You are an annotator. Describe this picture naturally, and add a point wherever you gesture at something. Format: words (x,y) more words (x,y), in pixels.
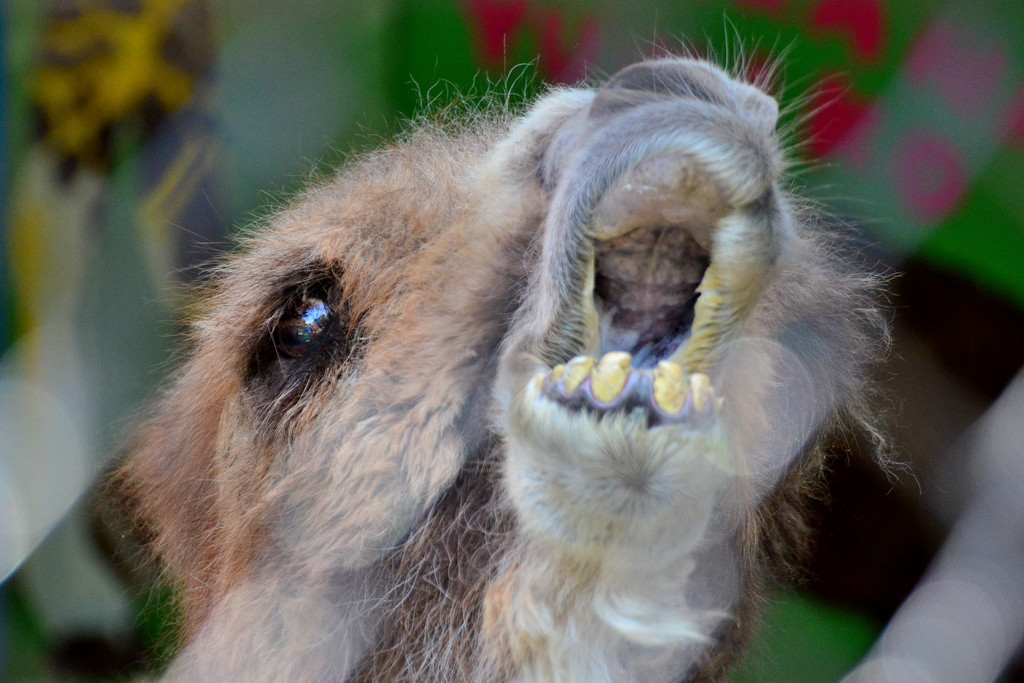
In front of the image there is some animal (587,328) and the background of the image (89,54) is blur.
